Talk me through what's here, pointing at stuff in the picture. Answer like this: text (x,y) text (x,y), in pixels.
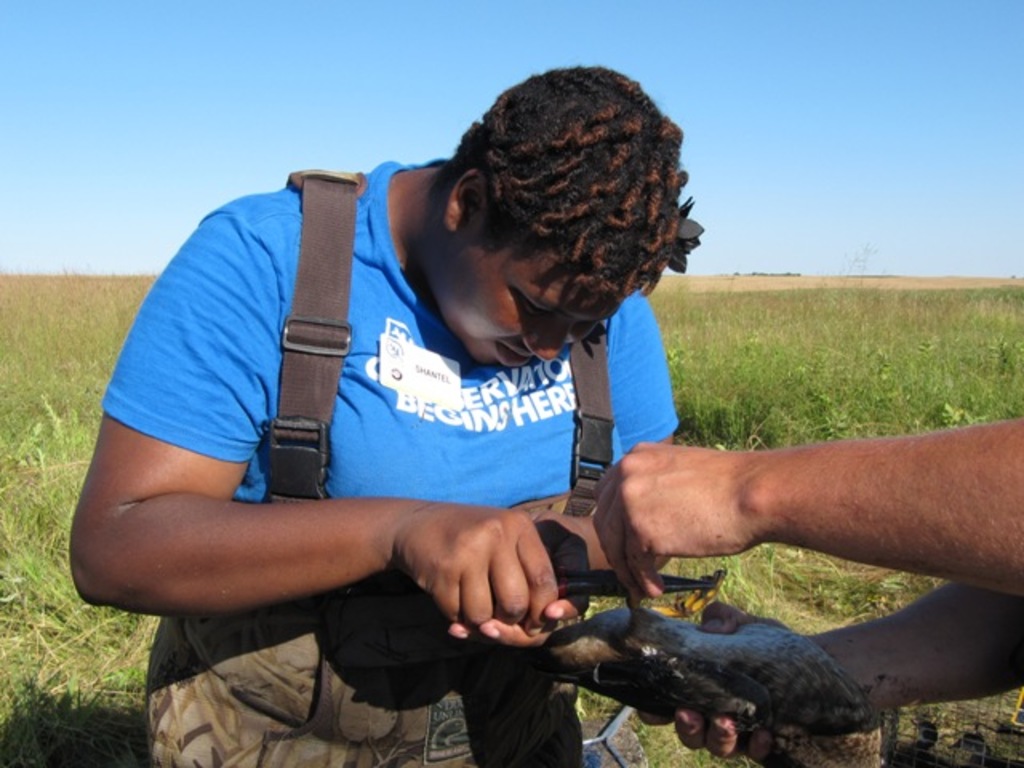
In this picture we can see two persons (440,520), one person (963,540) is holding object (694,680) and another person (292,586) is cutting an object (672,699), behind we can see full of grass (716,419).
